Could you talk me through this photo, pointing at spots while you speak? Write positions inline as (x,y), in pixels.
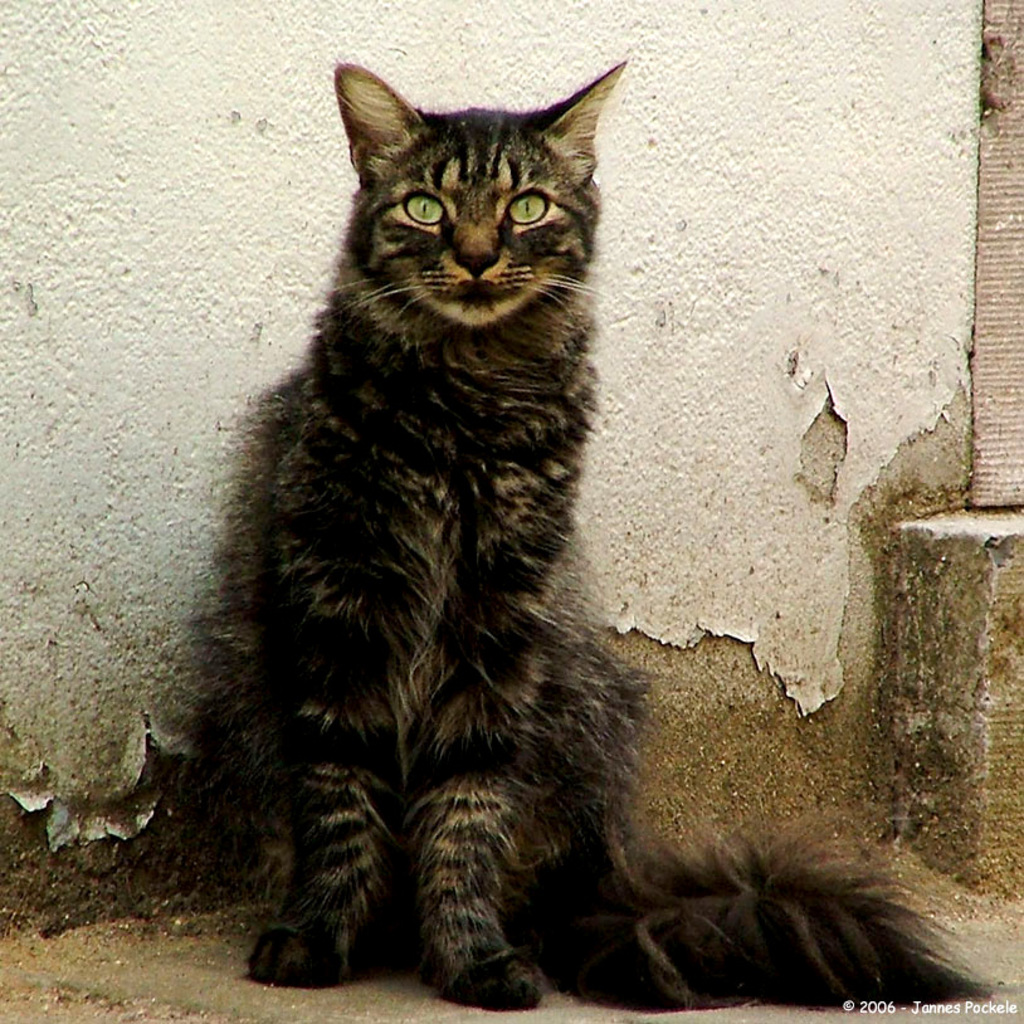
In this image in the center (458,586) there is one cat (481,483) and in the background (187,486) there is a wall (657,807), at the bottom (370,967) there is a walkway (92,986).
